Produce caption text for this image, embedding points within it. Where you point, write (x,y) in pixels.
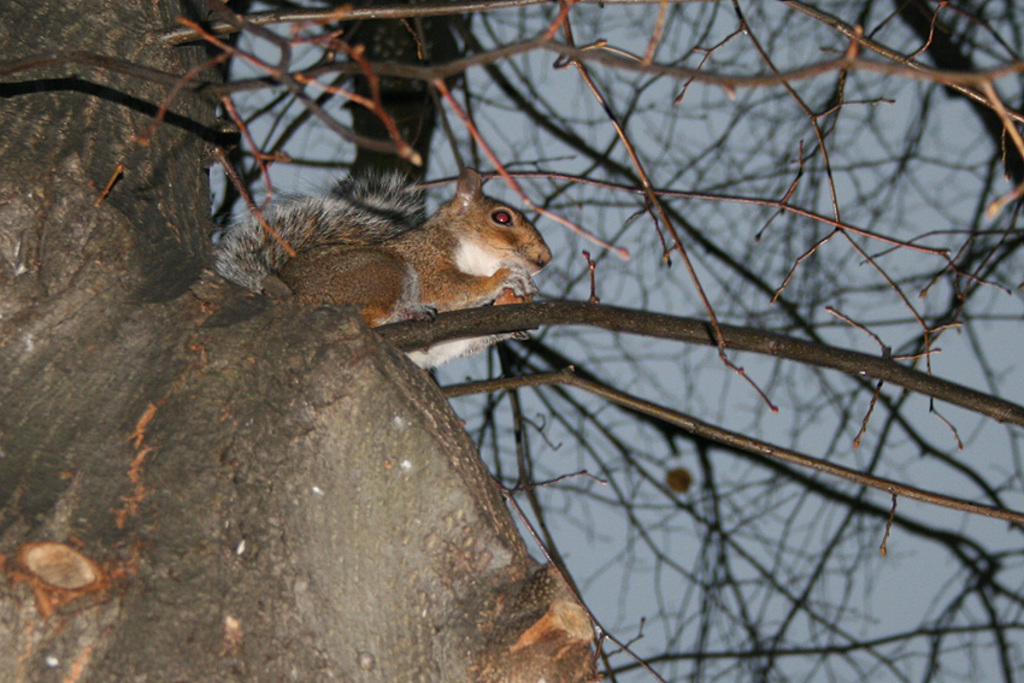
In this image I can see a squirrel (415,270) which is brown, cream and black in color on a tree (336,320). In the background (856,12) I can see the sky (806,280).
